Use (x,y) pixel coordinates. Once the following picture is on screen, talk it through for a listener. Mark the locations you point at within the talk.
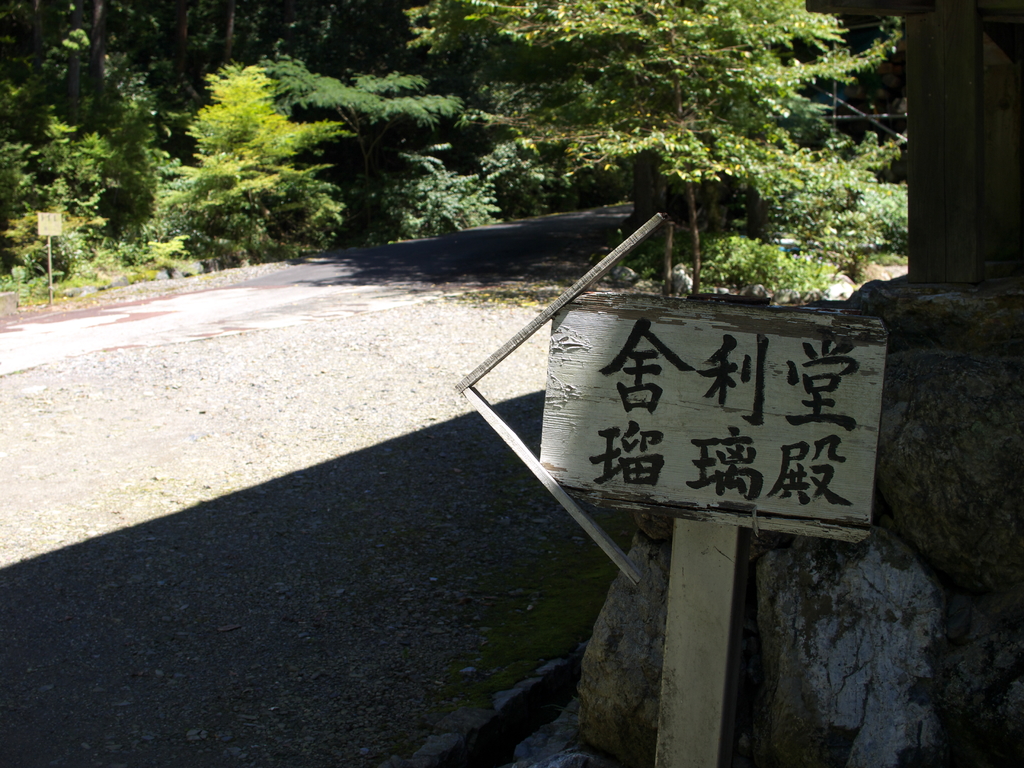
In this image we can see a signboard (637,498) with some text (676,449) on it. We can also see the rocks (1004,538), plants (832,208), a group of trees (682,159) and a board (43,230).
